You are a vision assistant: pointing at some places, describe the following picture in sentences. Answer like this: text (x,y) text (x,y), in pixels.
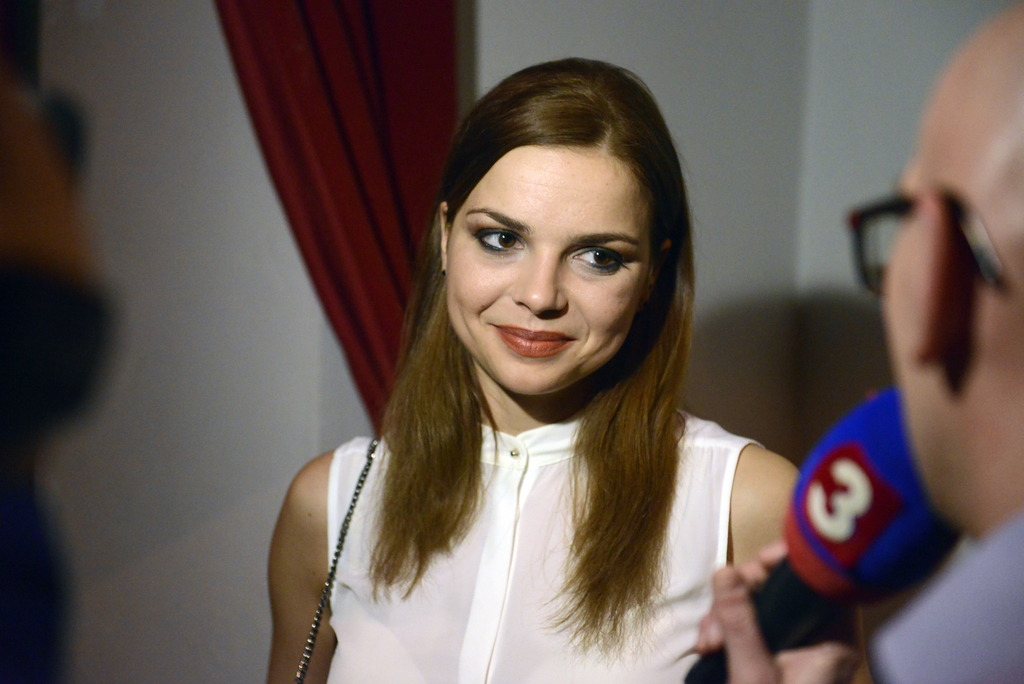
A woman (462,200) is standing wearing a white dress (483,596). A person (988,681) is standing holding a microphone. There is a red curtain (409,232) and white walls (730,163).
